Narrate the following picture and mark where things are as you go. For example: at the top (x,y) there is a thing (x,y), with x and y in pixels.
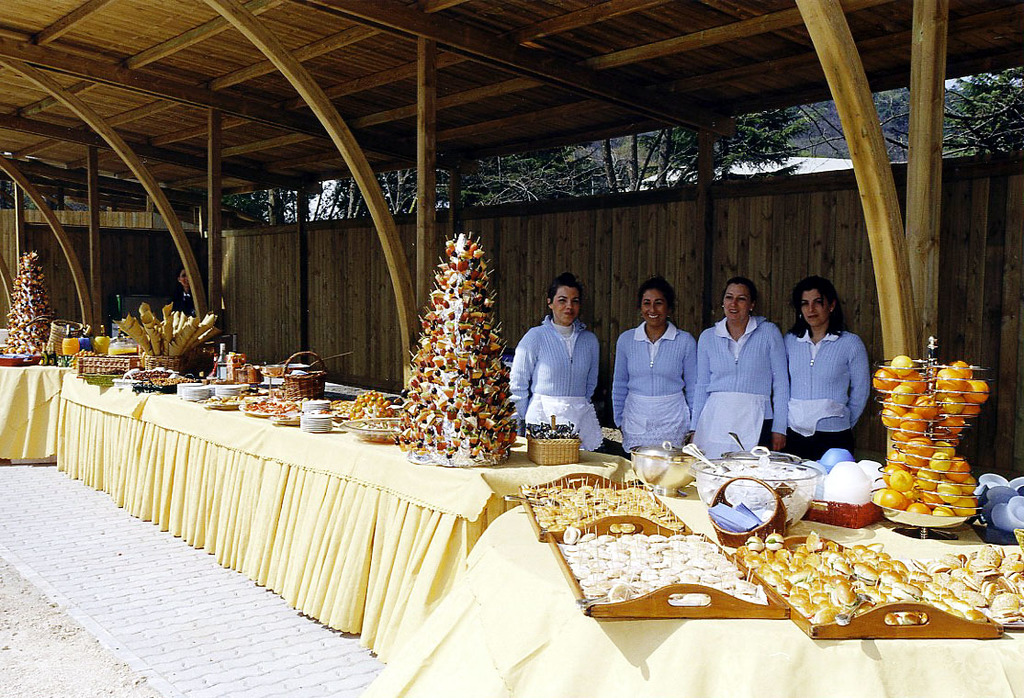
In this image we can see four women (679,352) are standing and wearing blue color dress (744,383). In front of them table (498,548) is there, on table (395,512) yellow color cloth (373,485) and so many food items (67,351) are arranged. Behind them wooden fence (537,247) is there. Top of the image (333,133) wooden shelter (223,67) is available, behind it so many trees (579,161) are there.
